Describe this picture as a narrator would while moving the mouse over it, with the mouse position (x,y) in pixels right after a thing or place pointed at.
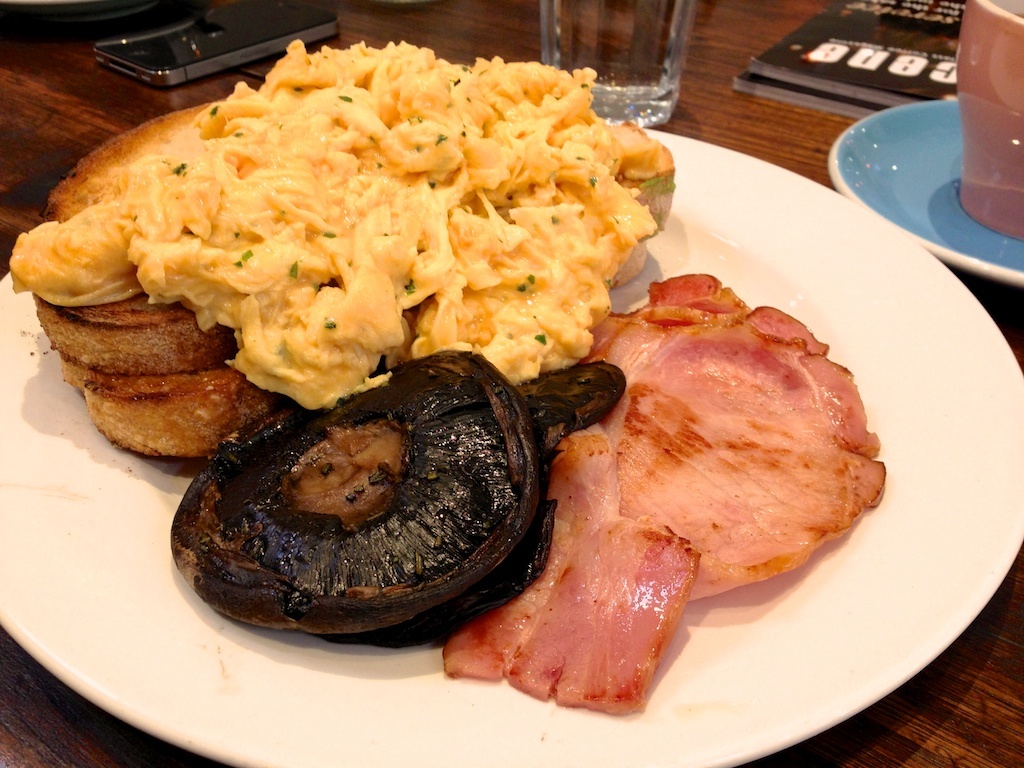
In this picture there is a food item (439,286) in the white color plate (662,273), which is placed on the wooden table top (1013,668). Beside there is a water glass (611,49) and pink color teacup (974,205).
